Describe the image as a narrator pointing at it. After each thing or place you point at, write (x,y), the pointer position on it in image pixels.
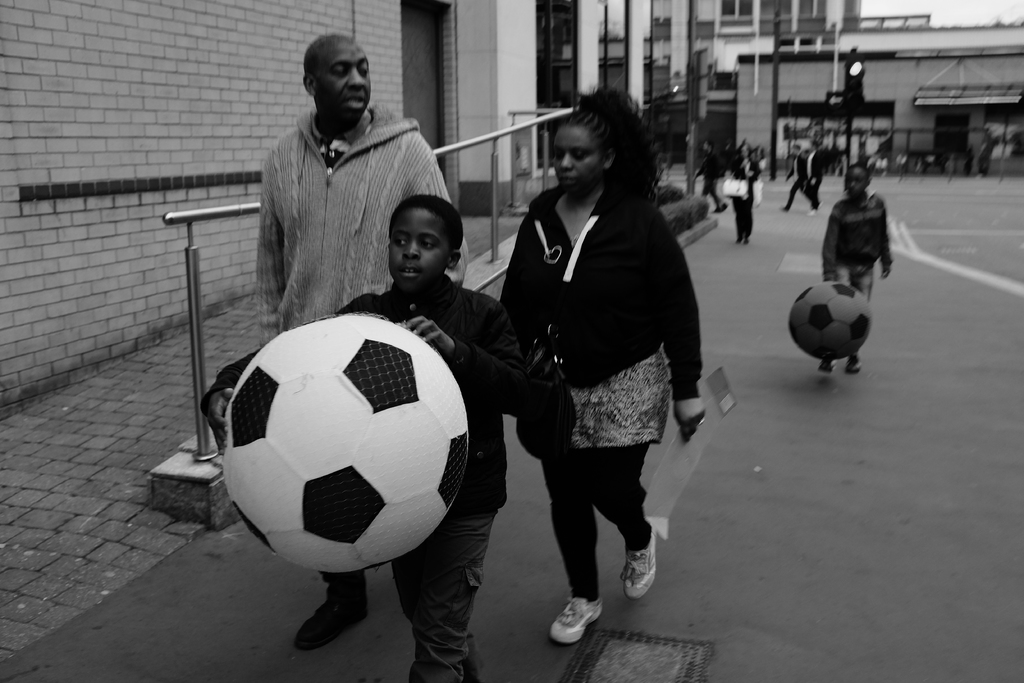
In this image I see a man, a woman (512,304) holding a paper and a boy (522,355) holding a ball (340,393) and all of them are on the road (770,281). In the background (272,113) I see few buildings (914,136), few people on the path (993,274) and a traffic signal (846,53).
